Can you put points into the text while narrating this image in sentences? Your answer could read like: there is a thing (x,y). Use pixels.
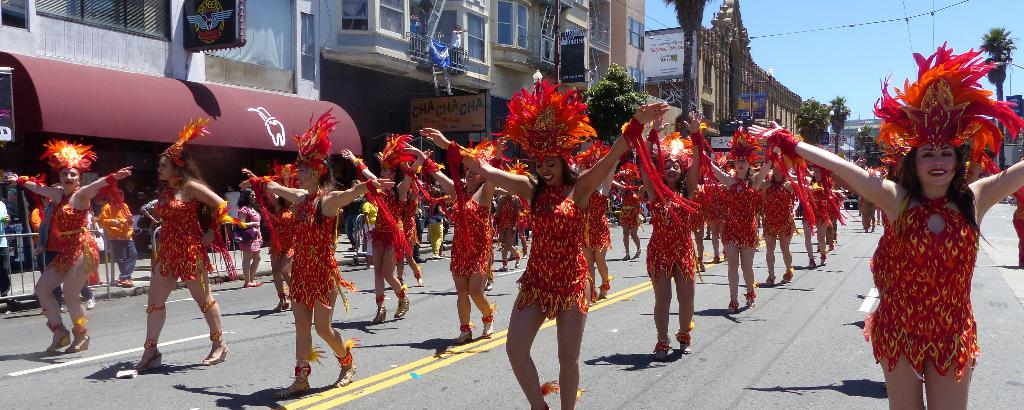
In this image, there is an outside view. There are some persons (767,215) standing on the road (231,307) beside the building (497,91). There is a sky (892,57) in the top right of the image (832,66). There is tree (999,86) on the right side of the image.
